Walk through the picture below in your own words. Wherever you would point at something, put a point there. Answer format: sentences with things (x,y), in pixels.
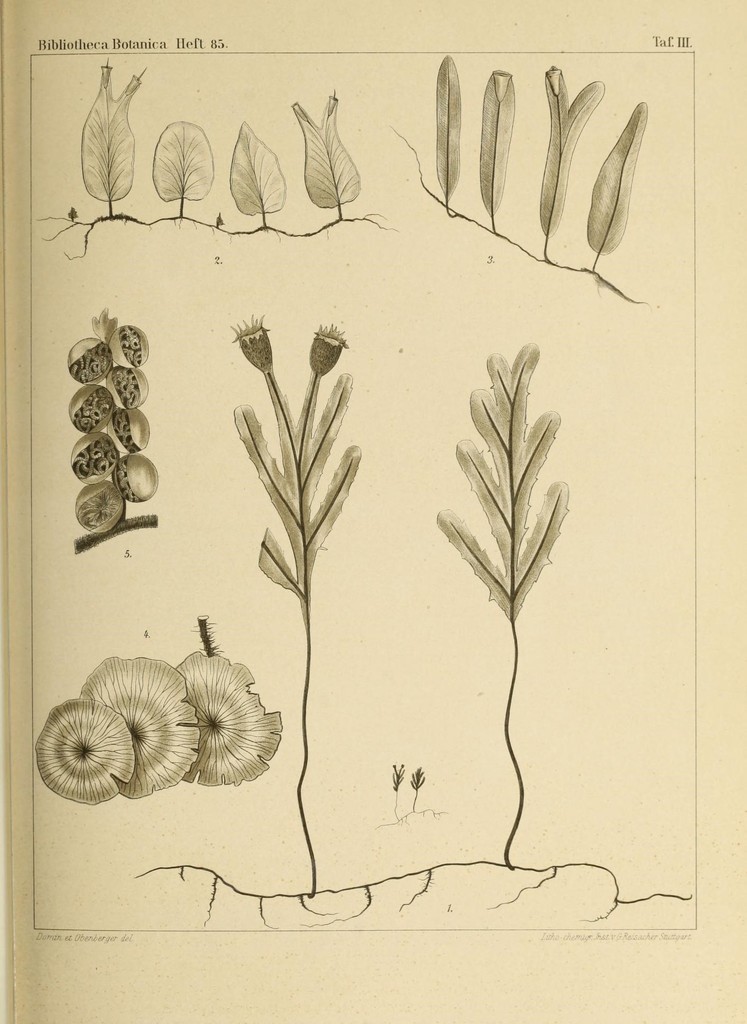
In this image we can see drawings (308,532) of few plants (102,181) on a paper (507,171).
